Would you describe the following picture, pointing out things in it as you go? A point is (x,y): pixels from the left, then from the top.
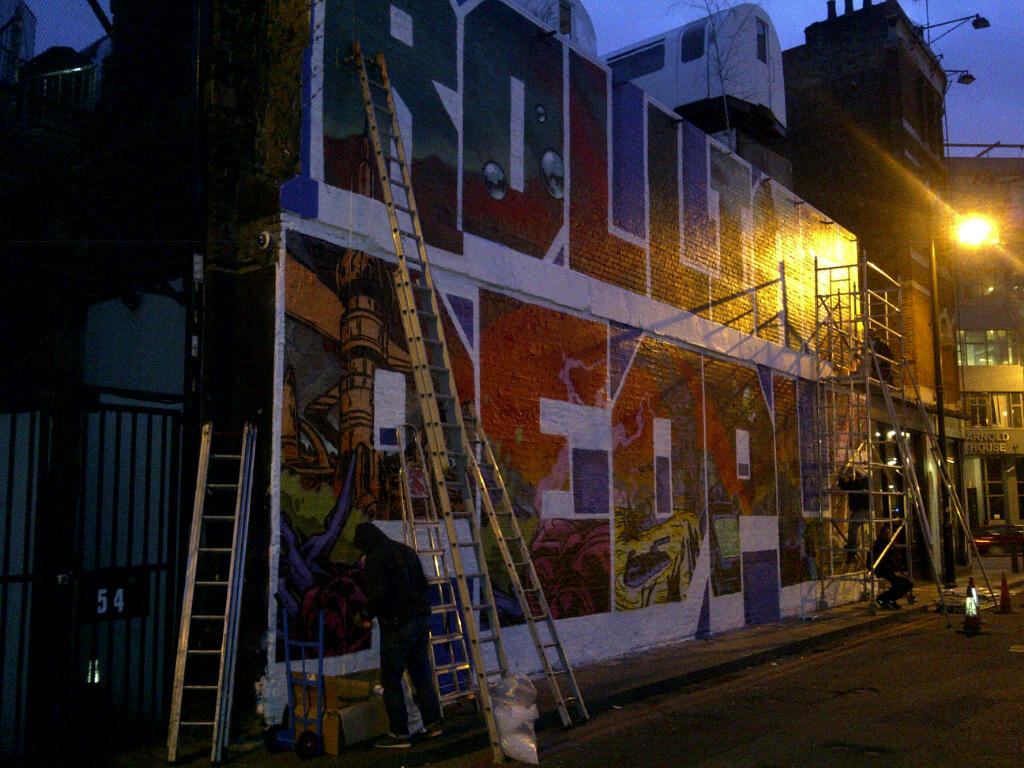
In this image I can see the ladders (175,696) and three people (892,561). I can see the traffic cones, cardboard box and the plastic cover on the road (920,670). In the background (810,73) I can see many buildings (916,342), light (968,222) and the sky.
